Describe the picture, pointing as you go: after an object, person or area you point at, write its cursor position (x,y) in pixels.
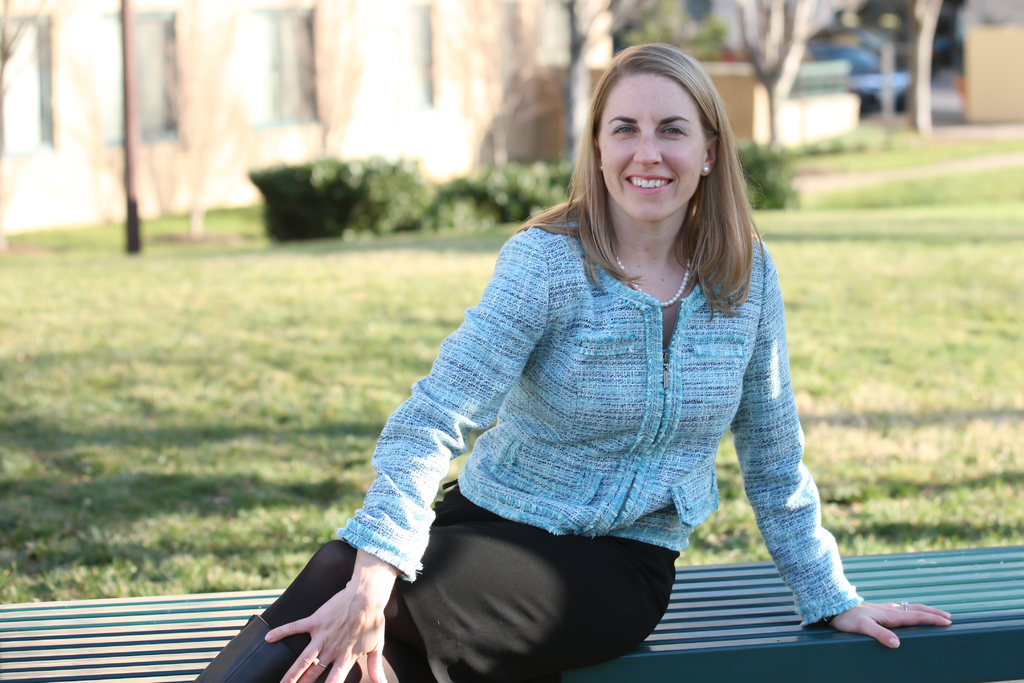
In the image we can see a woman (509,496) sitting, she is wearing clothes (558,513), neck chain (680,292), ear studs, finger ring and she is smiling. This is grass (197,519), pole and the background (111,69) is blurred.
